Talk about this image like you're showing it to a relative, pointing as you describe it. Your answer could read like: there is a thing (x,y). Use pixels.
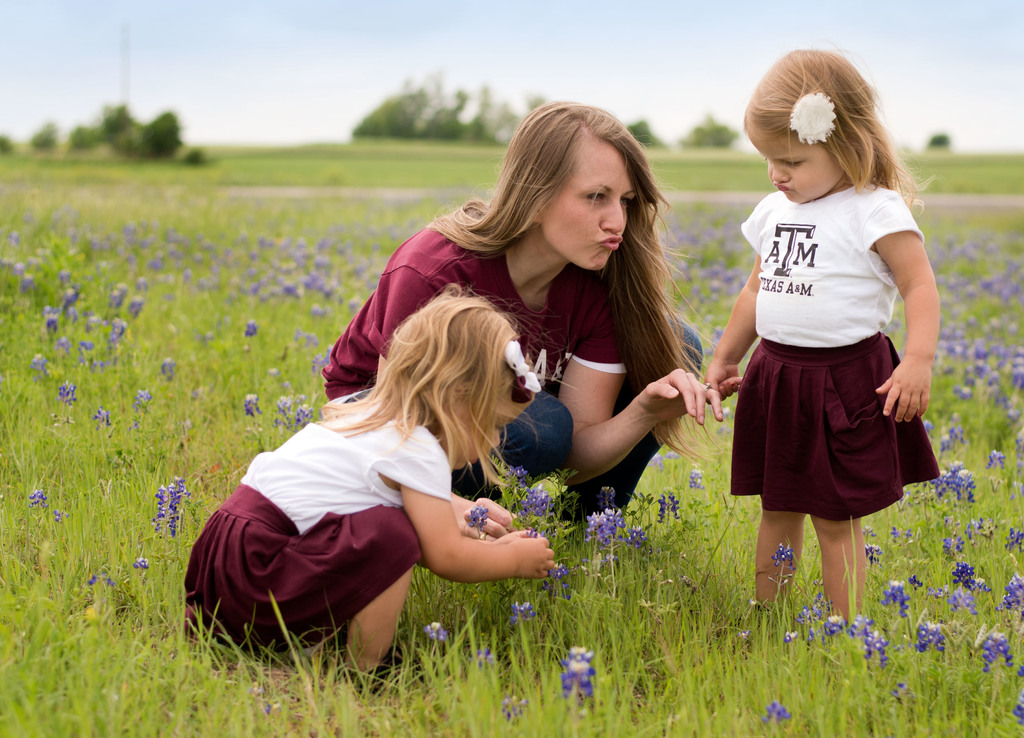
In this image we can see three persons (784,251) on the grass field (560,537). One women (640,253), two kids (442,346) and in the background (64,117) we can see group of trees (396,108) and sky (372,87).
